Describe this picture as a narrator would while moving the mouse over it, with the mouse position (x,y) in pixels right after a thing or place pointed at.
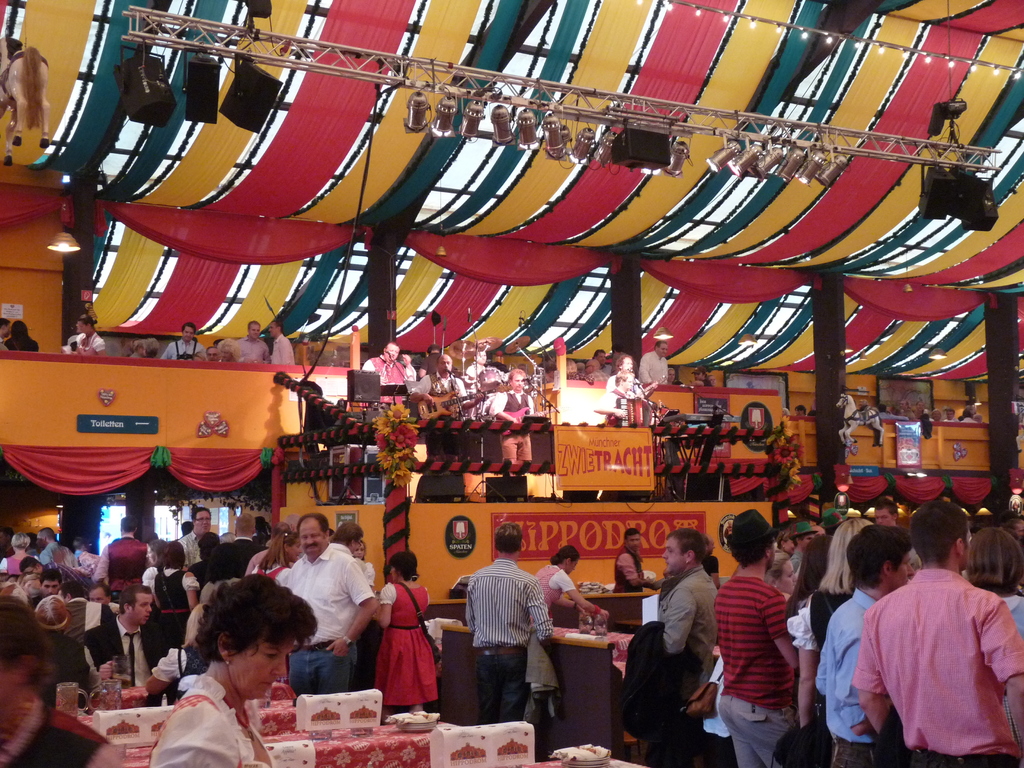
In the picture I can see some group of persons (482,615) standing and some are sitting around tables (324,764), in the background of the picture (444,386) there are some persons (463,391) sitting and playing musical instruments (445,399), top of the picture (527,166) there are some lights (519,130), sound boxes (665,153) there is a roof (530,208).
